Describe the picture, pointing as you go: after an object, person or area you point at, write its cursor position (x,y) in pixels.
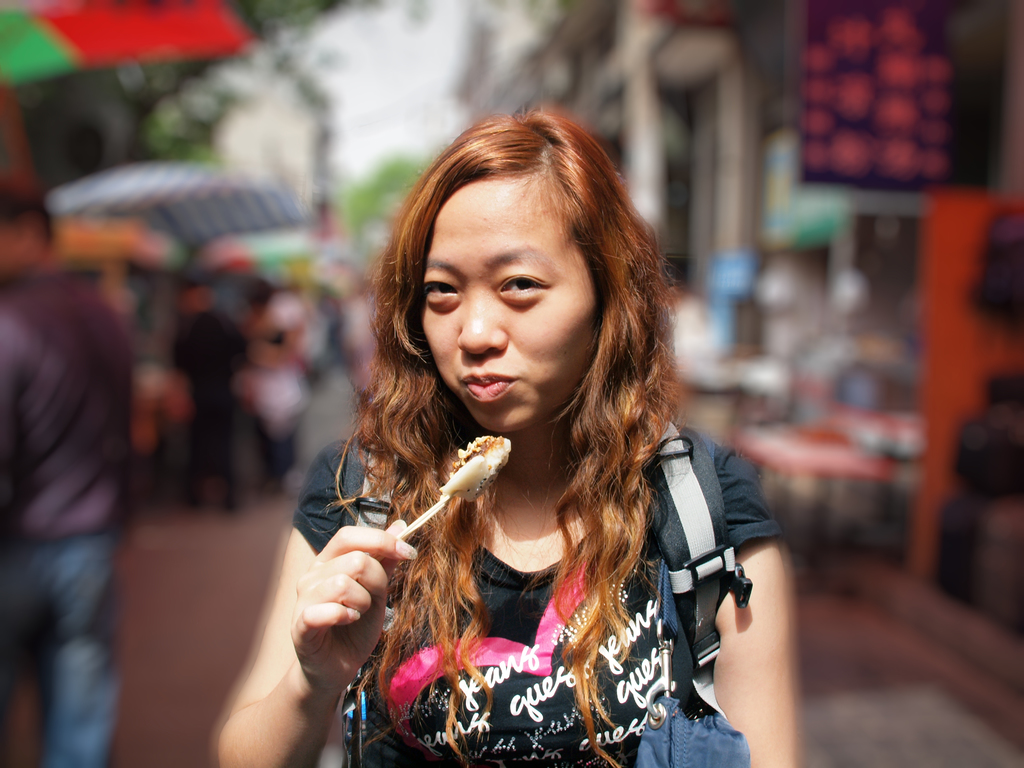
In this picture I can see a woman (492,505) standing and holding a food item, there are few people (42,367) standing, and there is blur background (45,43).
